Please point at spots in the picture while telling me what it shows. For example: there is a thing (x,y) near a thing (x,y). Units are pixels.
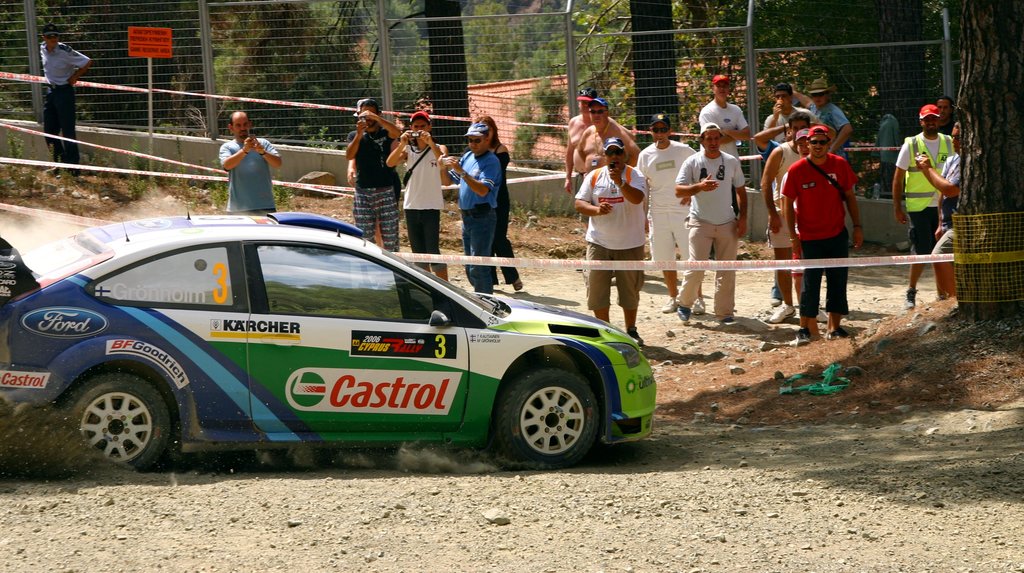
In this picture we can see a car (372,266) and a few stones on the path (887,253). There is a fence (958,243) visible around a tree trunk (967,55) on the right side (980,299). We can see a few caution tapes (734,265). There are some people (497,238) visible on the path (307,203). We can see some text (149,41) on a board (152,28). There is some fencing (345,72) at the back (515,52). We can see a few tree trunks (641,55) and trees (631,82) in the background (702,37).
